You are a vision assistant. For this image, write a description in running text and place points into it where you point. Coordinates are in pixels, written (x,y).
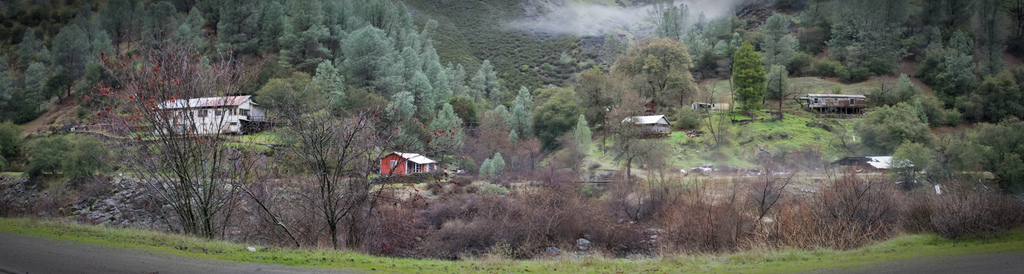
In the center of the image (412,159) we can see sheds (243,122) and there are trees (943,108). At the bottom (111,247) there is a road (89,261).
